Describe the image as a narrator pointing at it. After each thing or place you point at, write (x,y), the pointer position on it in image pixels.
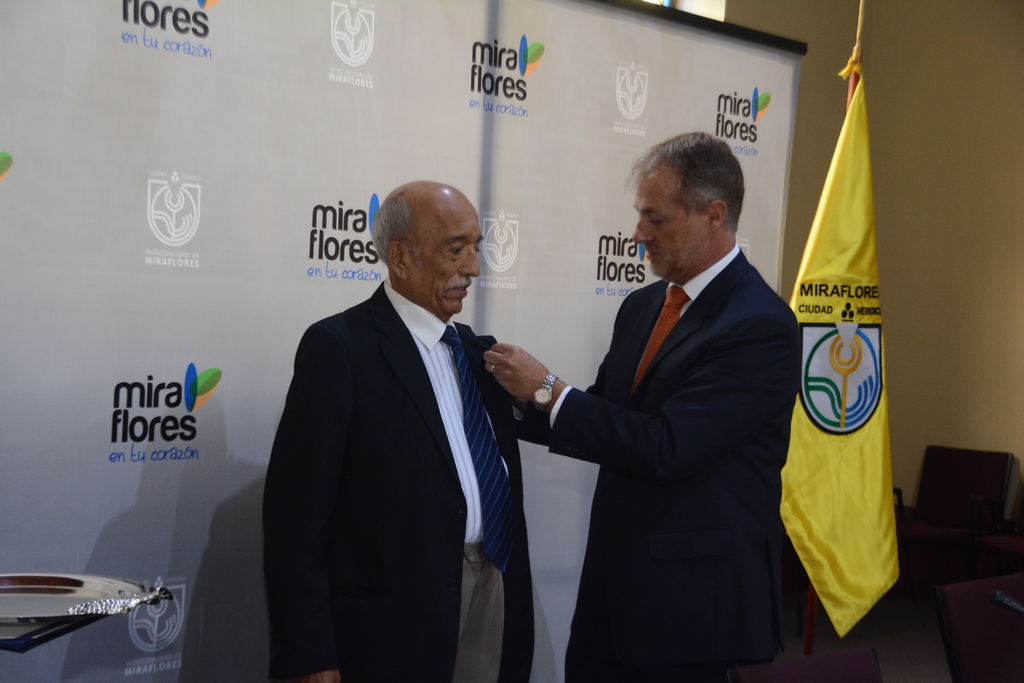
In this image we can see two men (521,387) standing. We can also see a banner (633,12) with some text (161,417) on it and a tray (46,579) on the table (75,620). On the right side (976,591) we can see some chairs (955,629), a mic (1020,611), the flag (876,380) and a wall (906,290).
